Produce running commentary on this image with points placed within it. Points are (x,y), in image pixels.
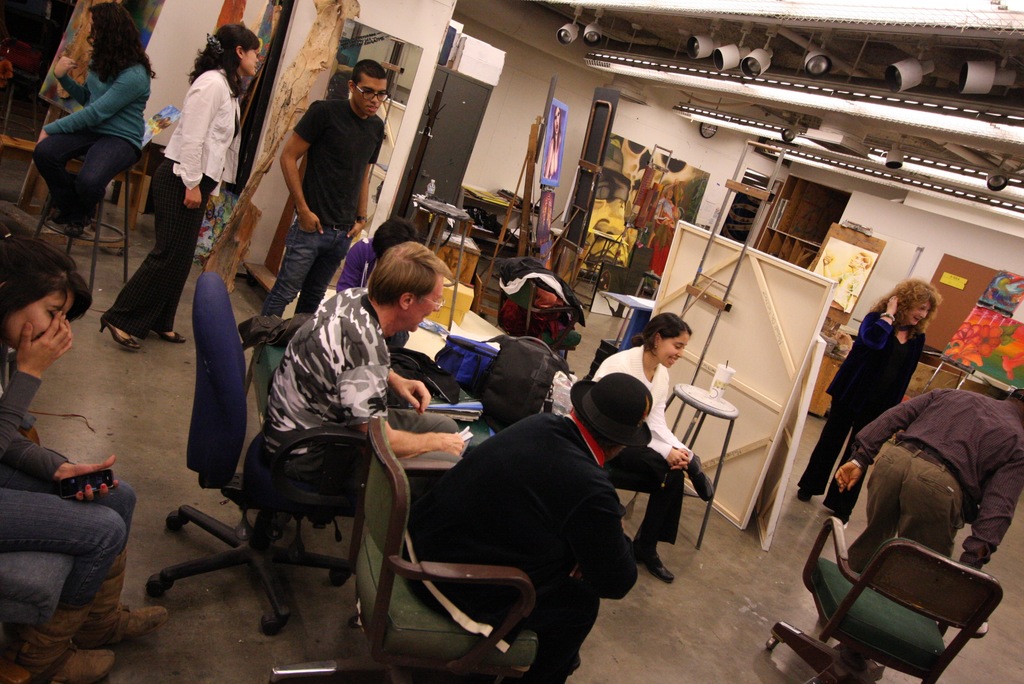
In this picture we can see a group of people (433,524) on the ground (662,590) and some people (460,591) are sitting on chairs (390,572) and some people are standing, here we can see boards (732,482), wall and some objects (702,536).
